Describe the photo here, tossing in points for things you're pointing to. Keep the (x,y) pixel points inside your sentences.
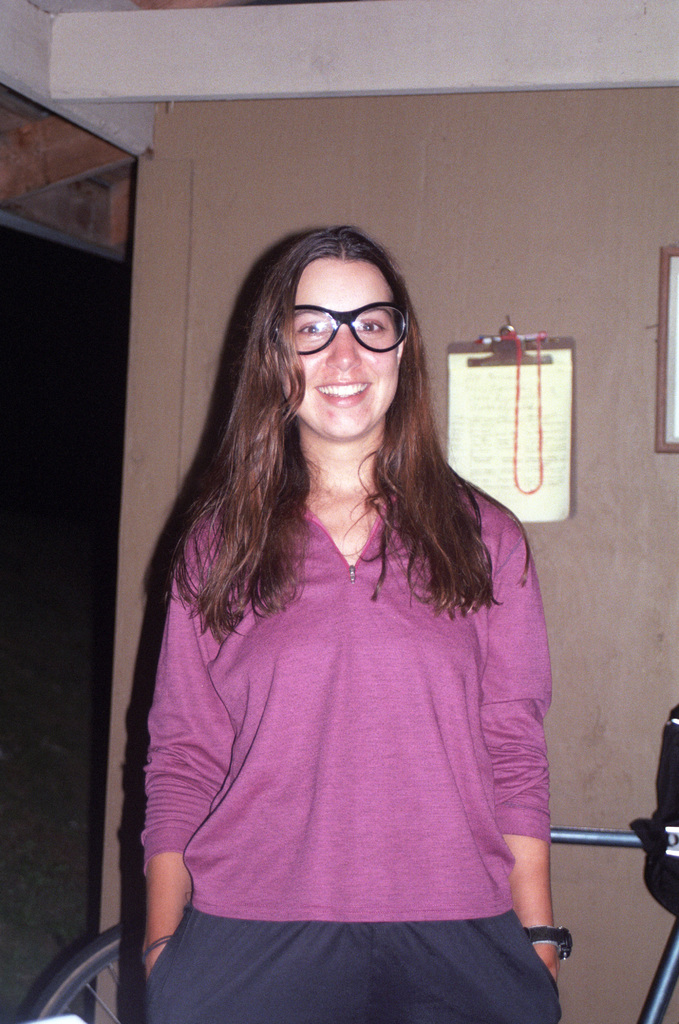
In this picture i can see a woman (401,492), She wore spectacles (328,345) and a smile (366,386) on her face (378,388) and I can see a clipboard (478,363) with papers (535,432) on the wall (508,298) and a bicycle (678,867) on the back (81,974).
